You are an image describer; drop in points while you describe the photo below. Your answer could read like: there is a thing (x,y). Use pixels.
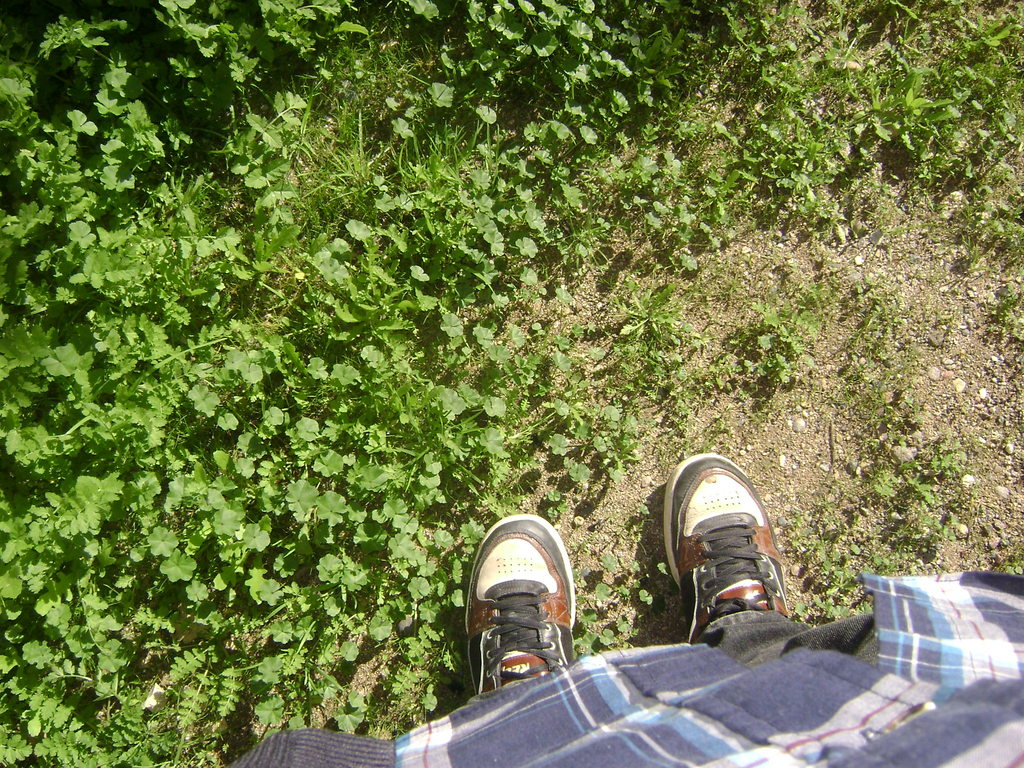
In the image on the right bottom (776,630) we can see legs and shoes (692,552). In the background (409,63) we can see grass (365,123).
